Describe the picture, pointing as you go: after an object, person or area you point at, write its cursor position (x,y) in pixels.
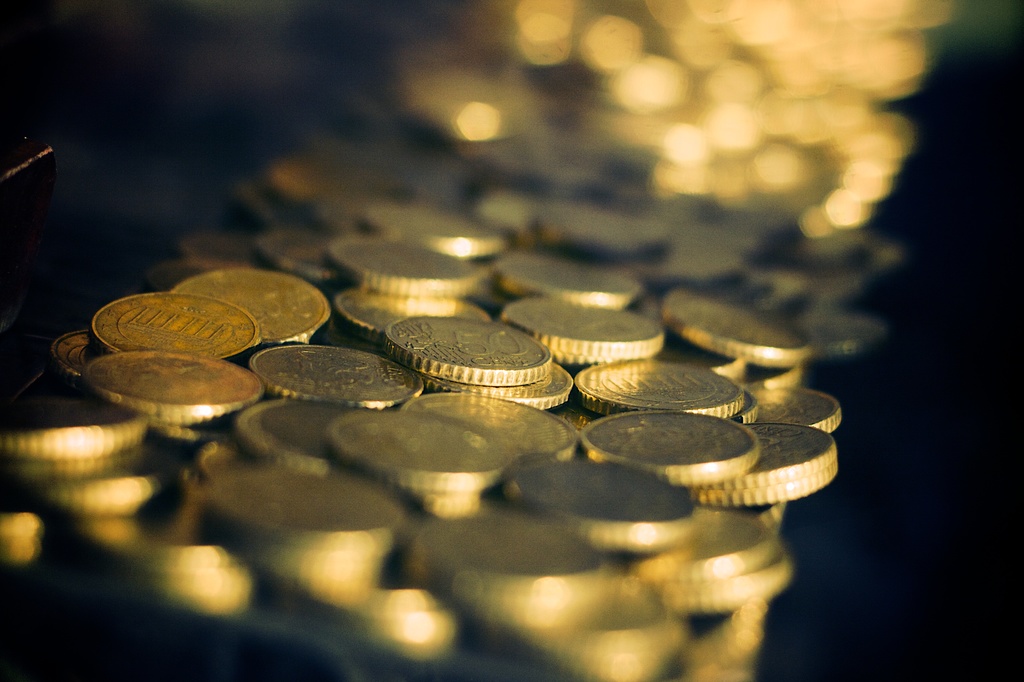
In the foreground of this picture (393,460) we can see the currency coins (610,408). The background of the image (830,17) is blurry and we can see the lights (817,18) in the background (706,66).
